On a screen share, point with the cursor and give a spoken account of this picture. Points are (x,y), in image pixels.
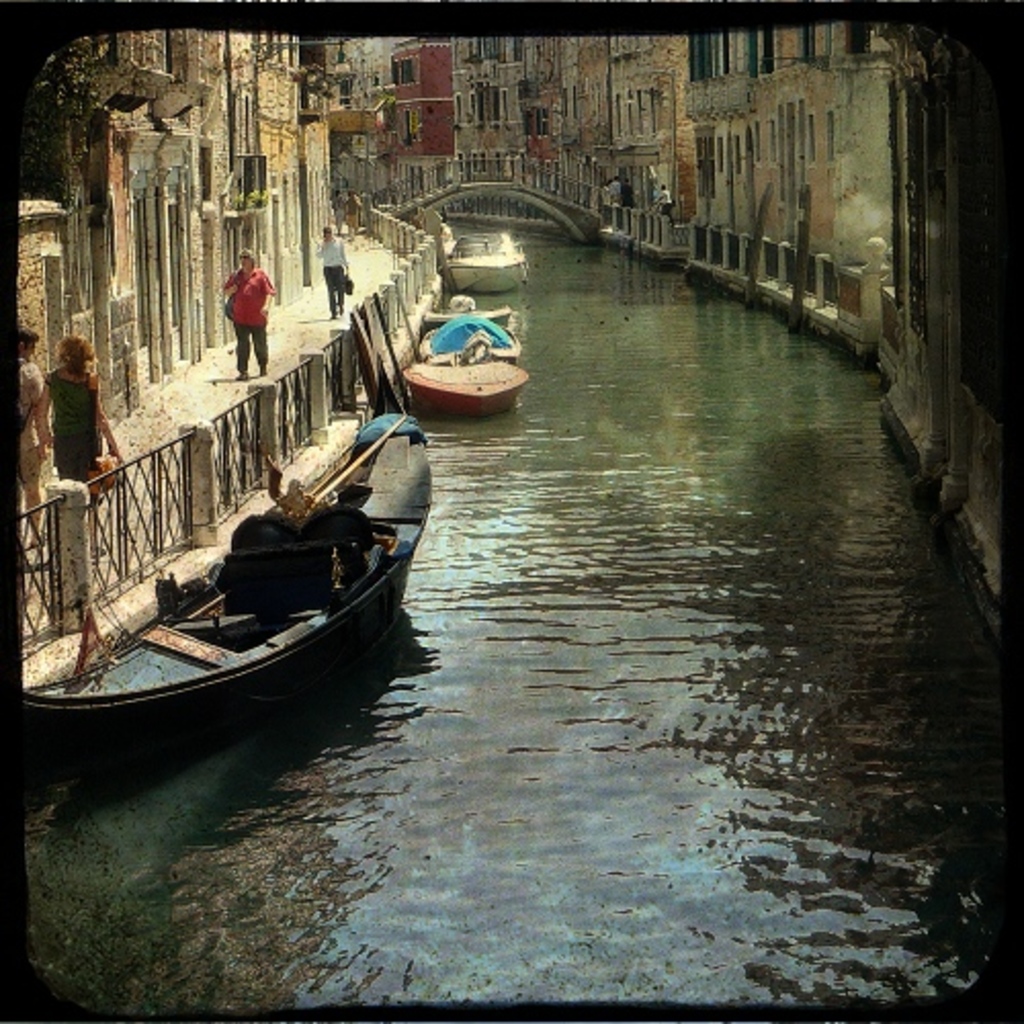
In this picture there are few boats (491,267) which are on the water (570,447) and there are few persons (98,381) and buildings (342,176) on either sides of it and there is a bridge (583,187) above the water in the background (528,189).
